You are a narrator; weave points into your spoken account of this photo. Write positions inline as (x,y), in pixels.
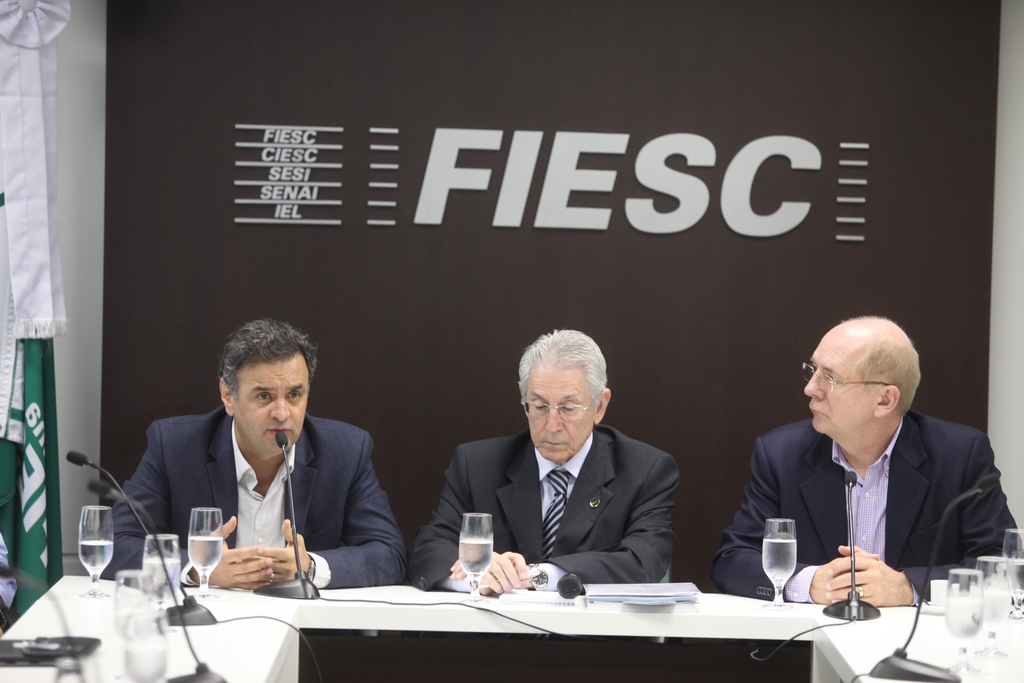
In this image we can see a group of people (199,478) are sitting on the chair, and in front (473,546) here is the table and glass (466,557) and some objects (288,505) on it.
